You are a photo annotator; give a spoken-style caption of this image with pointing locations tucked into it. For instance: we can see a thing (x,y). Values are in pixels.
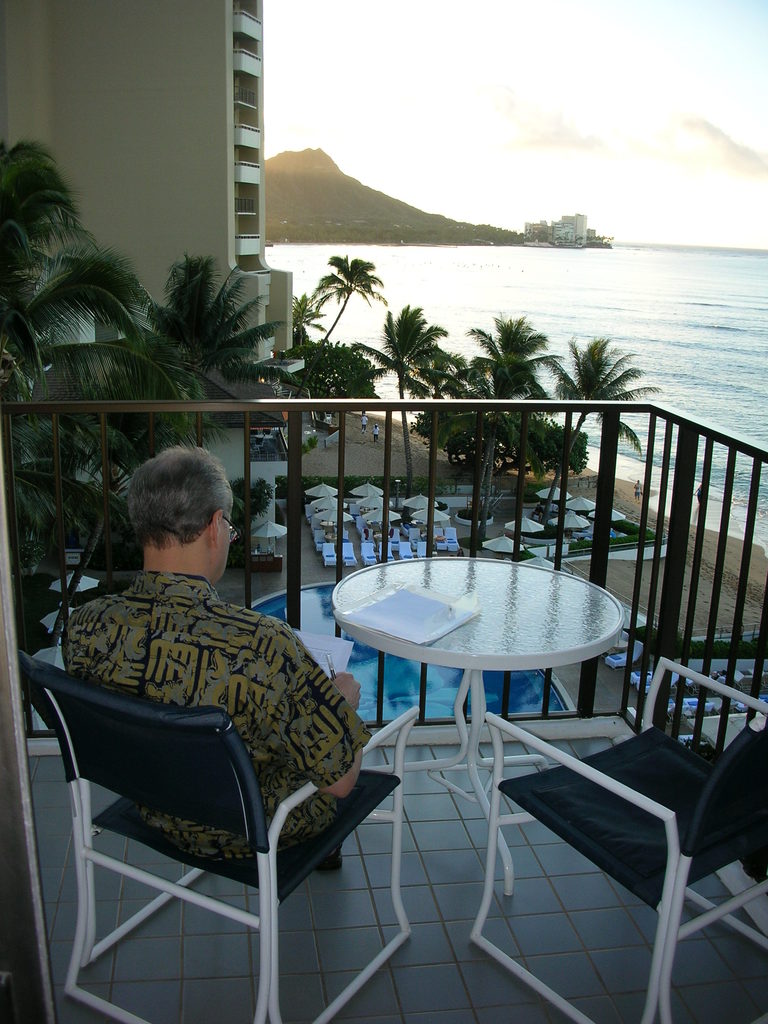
As we can see in the image there is a sky (536,118), water (639,311), few plants (533,351), a man (233,656) sitting on chair (206,718). He is wearing brown color shirt (224,662). In front of him there is a book (409,617).
